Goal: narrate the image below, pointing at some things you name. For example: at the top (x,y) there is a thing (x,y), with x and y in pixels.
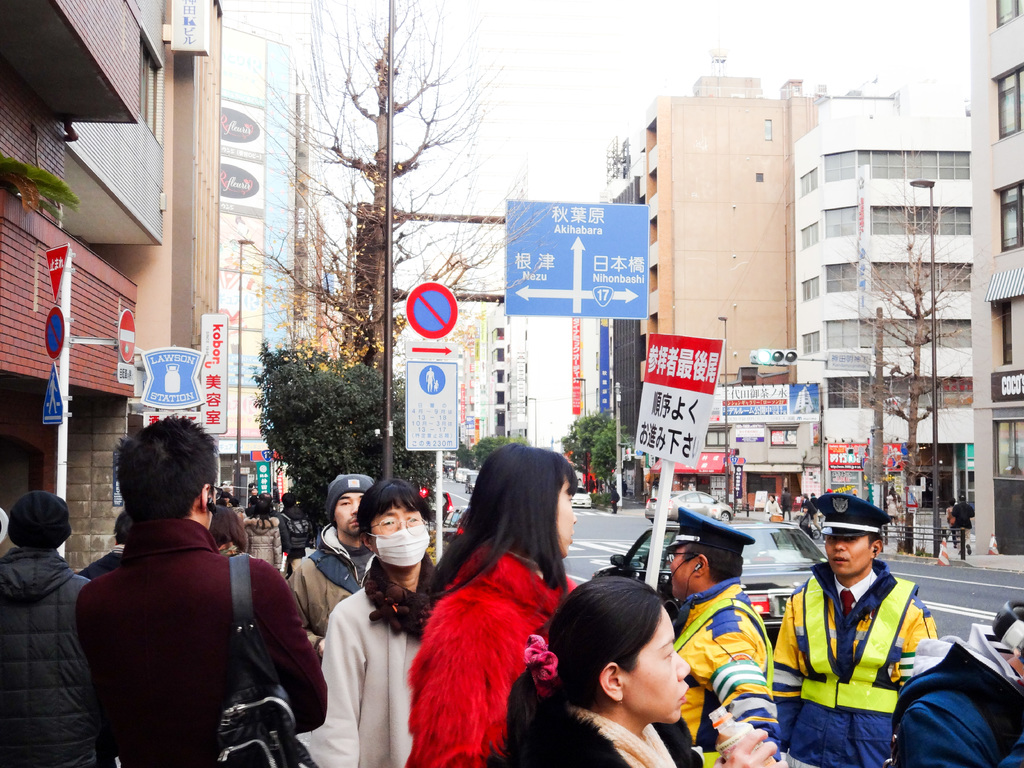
In the image we can see there are many other people (322,558) around they are wearing clothes (886,621) and some of them are wearing a cap (348,480). This is a handbag (280,699), hair band (545,656), board (549,284), pole (879,332), trees (918,358), buildings (747,338) and windows (1007,122) of the buildings (1008,107), road (598,528) and a white line (958,579) on the road (939,598), and a white sky (562,44).
